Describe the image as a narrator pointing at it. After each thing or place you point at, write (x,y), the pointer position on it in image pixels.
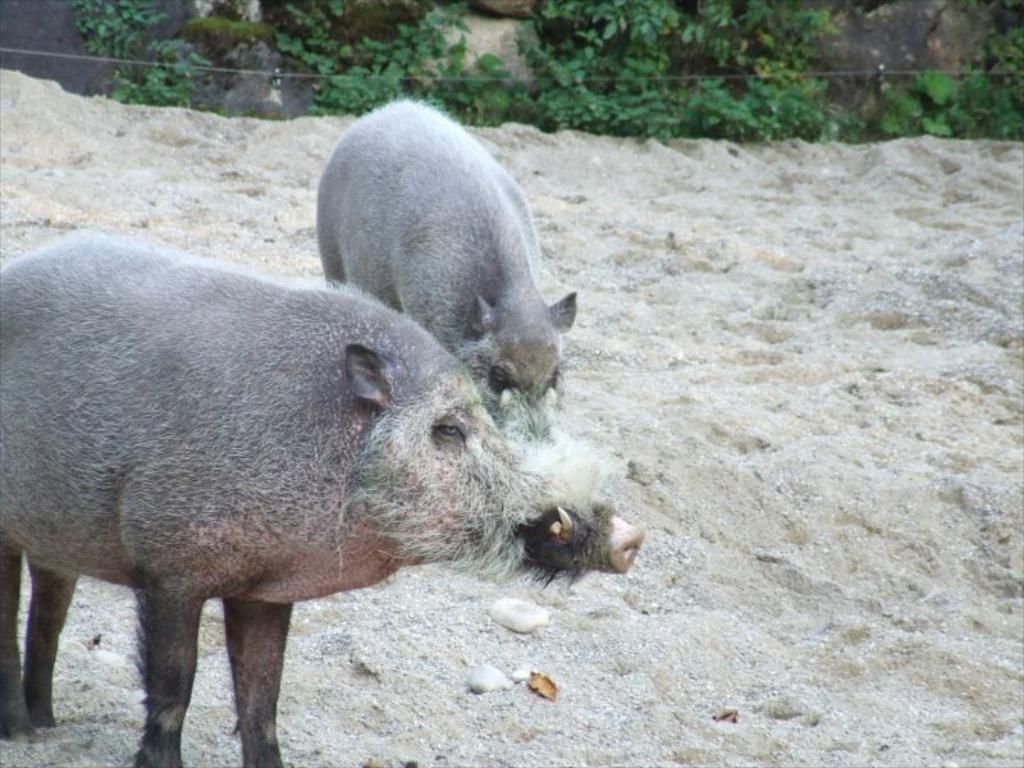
In this image I can see two pigs (411,468) on the ground (671,596). In the background (263,67) I can see plants (121,10) and rocks (276,67). This image is taken may be during a day.
